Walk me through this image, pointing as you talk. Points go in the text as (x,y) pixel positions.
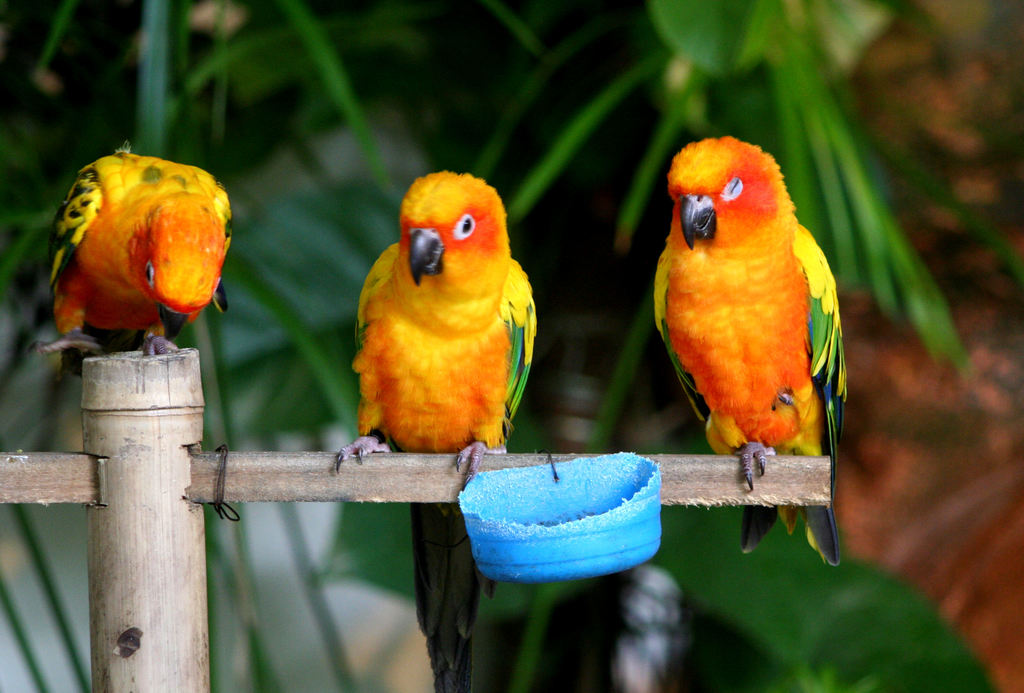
In the middle of this image (469,320) I can see three birds (412,349) on a wooden stick (332,479) and there is a small bowl (532,537) attached to it. In the background (768,134) few leaves (757,123) are visible.
